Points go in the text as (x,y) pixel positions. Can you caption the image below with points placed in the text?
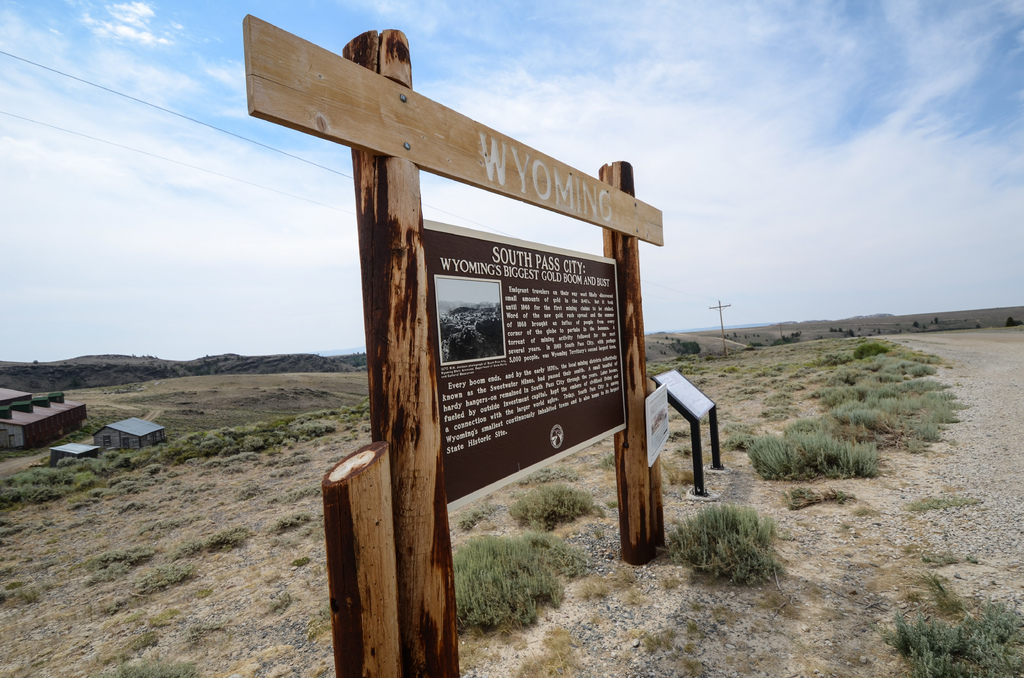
In this image we can the board (566,332) with text (510,305) and image (491,311) attached to the wooden sticks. And we can see the board (684,392) with stand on the ground (724,380). There are houses (51,429), plants (736,376), pole (716,307) and sky (822,110) in the background (822,110).
